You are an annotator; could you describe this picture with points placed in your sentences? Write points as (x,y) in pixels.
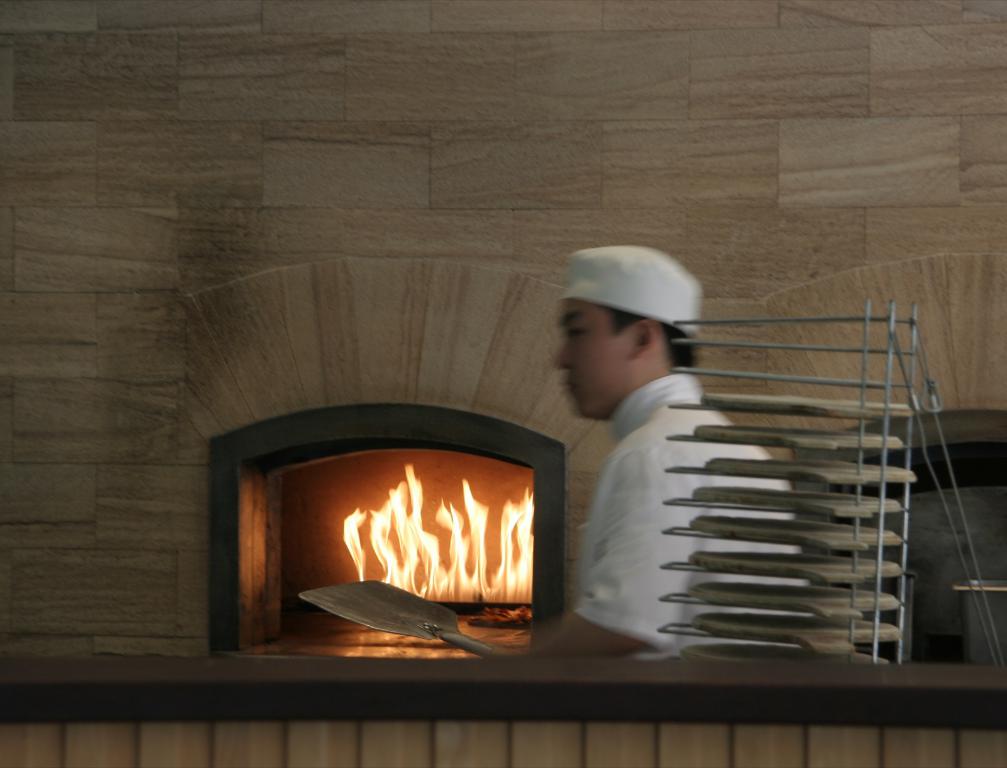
In this image we can see a person (629,445) wearing a cap (612,272). There is a platform (376,672). Also there is a stand (807,526) with trays (807,502). In the back (176,317) there is a wall (334,316). And there is fire (454,519).
